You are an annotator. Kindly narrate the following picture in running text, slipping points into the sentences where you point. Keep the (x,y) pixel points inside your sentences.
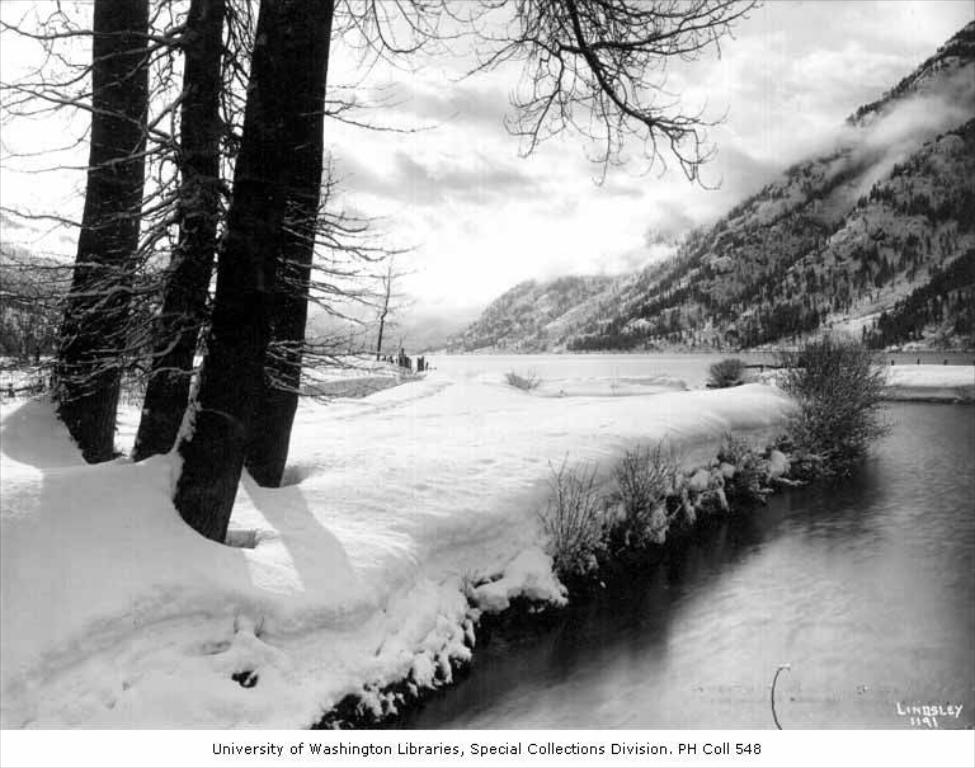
This is a black and white image. On the right side (844,574), I can see the water (846,585). On the left side (149,567), I can see the snow (305,633) and there are many trees (111,151). In the background (860,193) there are hills (843,219). At the top of the image (776,82) I can see the sky (784,84). At the bottom of this image (321,750) there is some text (362,747).
